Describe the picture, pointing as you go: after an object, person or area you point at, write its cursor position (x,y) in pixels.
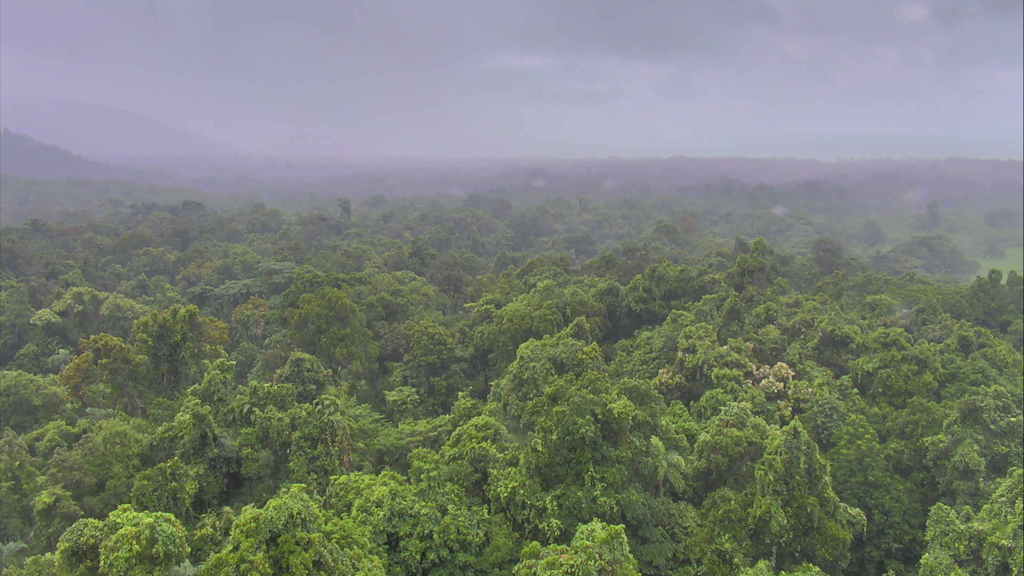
In the picture we can see an Aerial view of the forest (413,499) with full of trees (780,310) and in the background (299,230), we can see the hills (127,145) and trees (575,199) on and behind we can see a sky (485,93) with clouds (412,121).
